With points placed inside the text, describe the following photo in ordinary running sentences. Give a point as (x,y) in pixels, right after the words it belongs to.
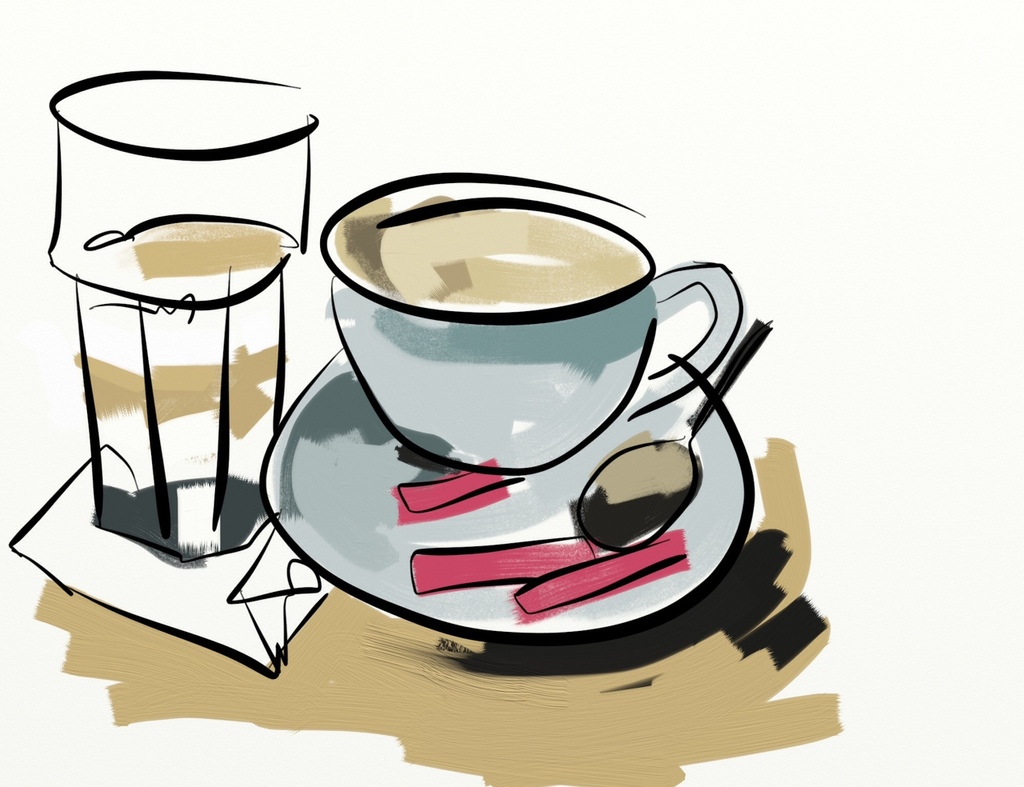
In this image I can see a glass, cup (452,323) and a spoon (647,459) in a saucer (559,501) kept on the table (699,630). This image looks like a painting.
